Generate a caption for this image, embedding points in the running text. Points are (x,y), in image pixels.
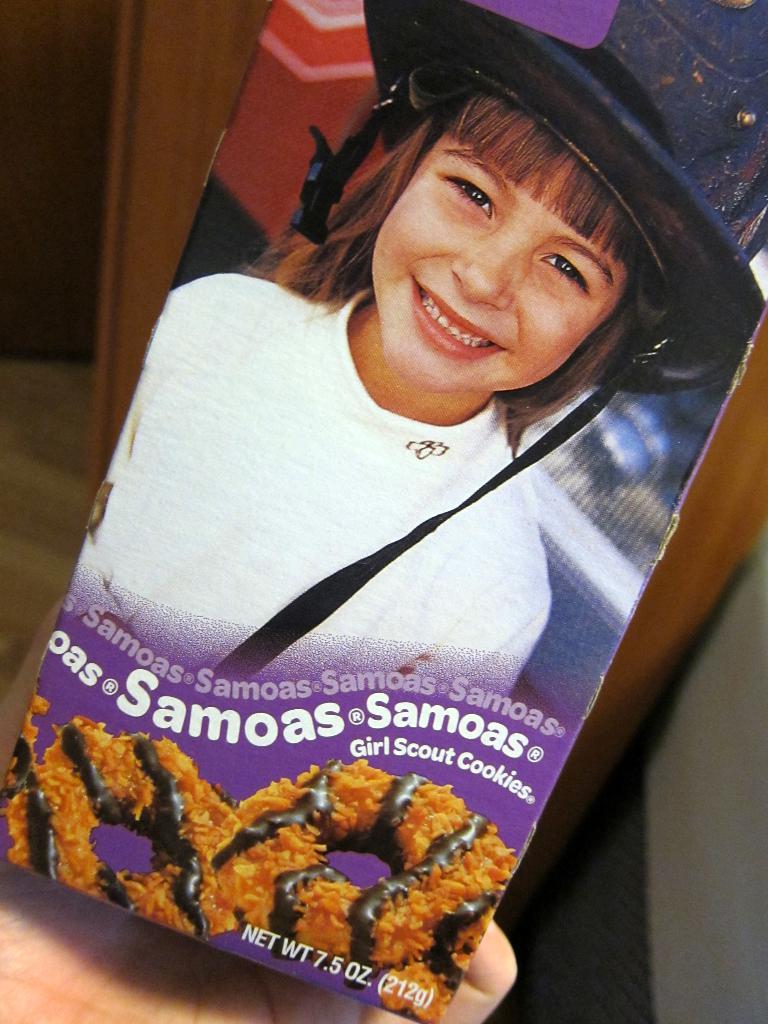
In this picture we can see a person's hand (37,981), poster (256,603) with a child (470,397) smiling, food (376,807), text (381,710) on it and in the background (126,200) we can see some objects (565,813).
